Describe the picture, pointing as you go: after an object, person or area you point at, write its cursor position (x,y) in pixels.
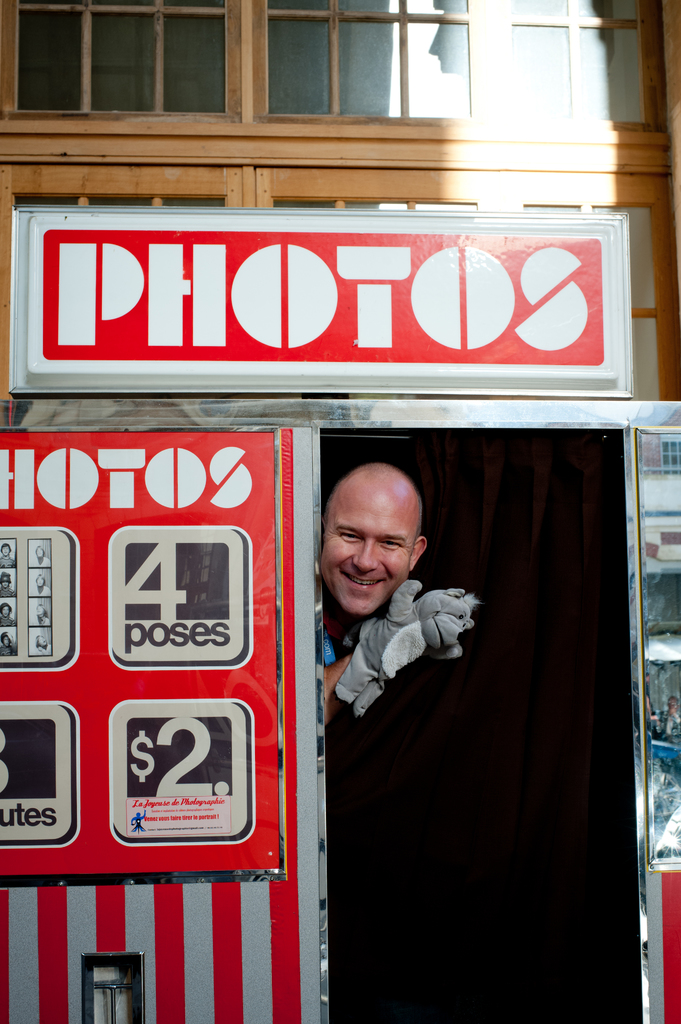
The man (350,625) in the middle of the picture (340,593) is holding a stuffed toy (401,655) in his hand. He is smiling. Beside him, we see a board (218,590) or a banner (115,704) in red color. In the middle of the picture (364,360), we see a board (249,331) in white and red color on which "PHOTOS" is written. Behind that, we see windows (374,115).
